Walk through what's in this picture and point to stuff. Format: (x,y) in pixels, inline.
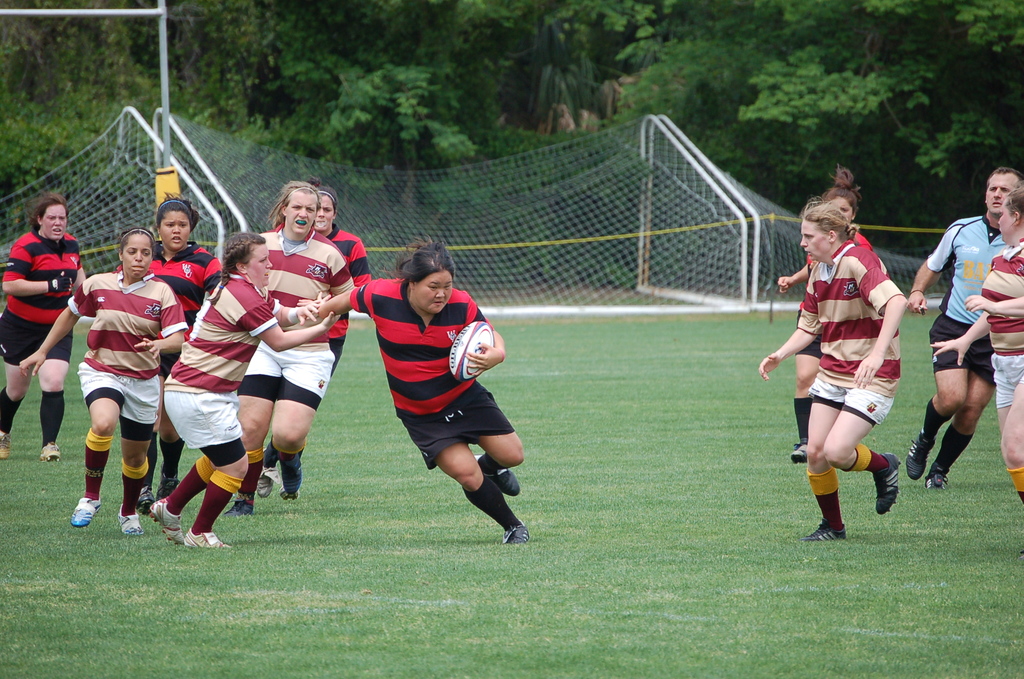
In this image there are a few people (45,280) playing on the ground (496,599), one of them is holding a ball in her hand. In the background (305,157) there is a net (422,195), metal structure (160,114) and trees (757,157).
